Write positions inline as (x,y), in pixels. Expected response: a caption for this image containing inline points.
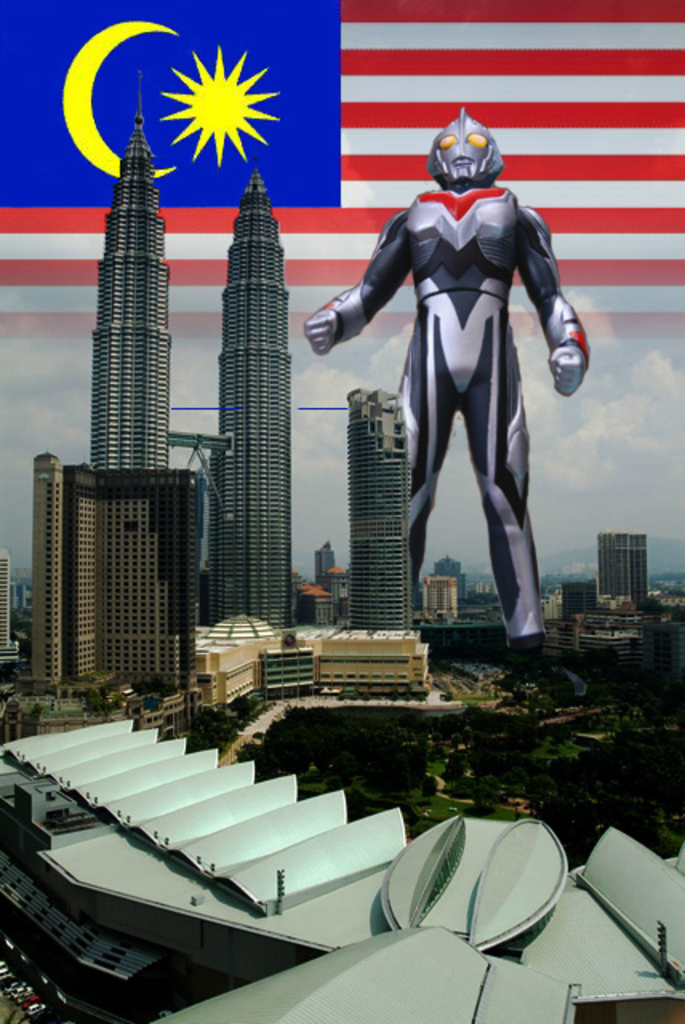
In this image I can see number of buildings (6,923), number of trees (399,768) and on the bottom left corner of this image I can see few vehicles (3,962). In the background (79,415) I can see clouds (57,396) and the sky (569,416). I can also see depiction of a cartoon character (388,284) and of a flag (609,314).
